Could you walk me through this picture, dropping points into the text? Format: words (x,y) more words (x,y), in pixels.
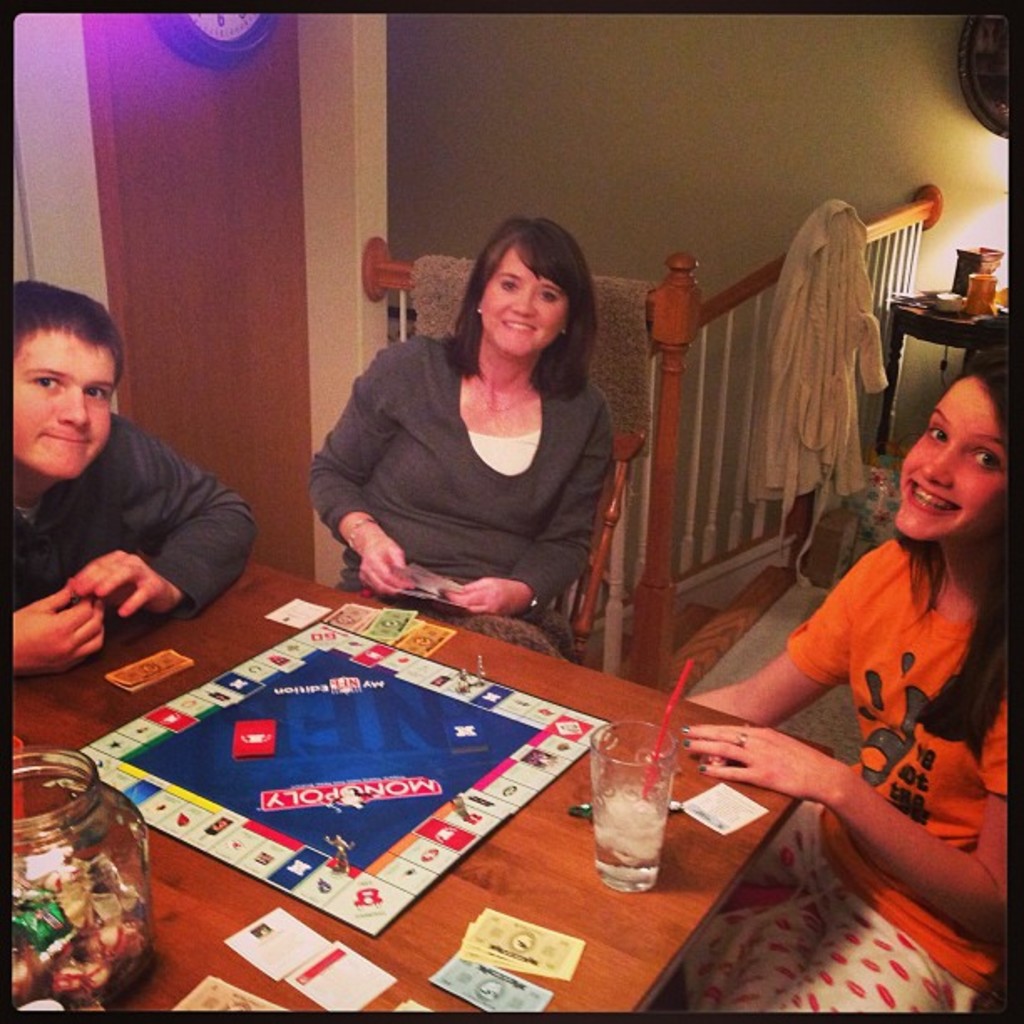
In this picture there are group of people (424,371) they are sitting on the chairs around the table (541,863), they are playing the game (498,742) called monopoly (261,739), there is a staircase (664,582) at the right side of the image (690,299) and there is a door (196,70) at the left side of the image (251,365), there is a glass bowl (114,819) at the left side of the image (121,839) on the table (148,699).
